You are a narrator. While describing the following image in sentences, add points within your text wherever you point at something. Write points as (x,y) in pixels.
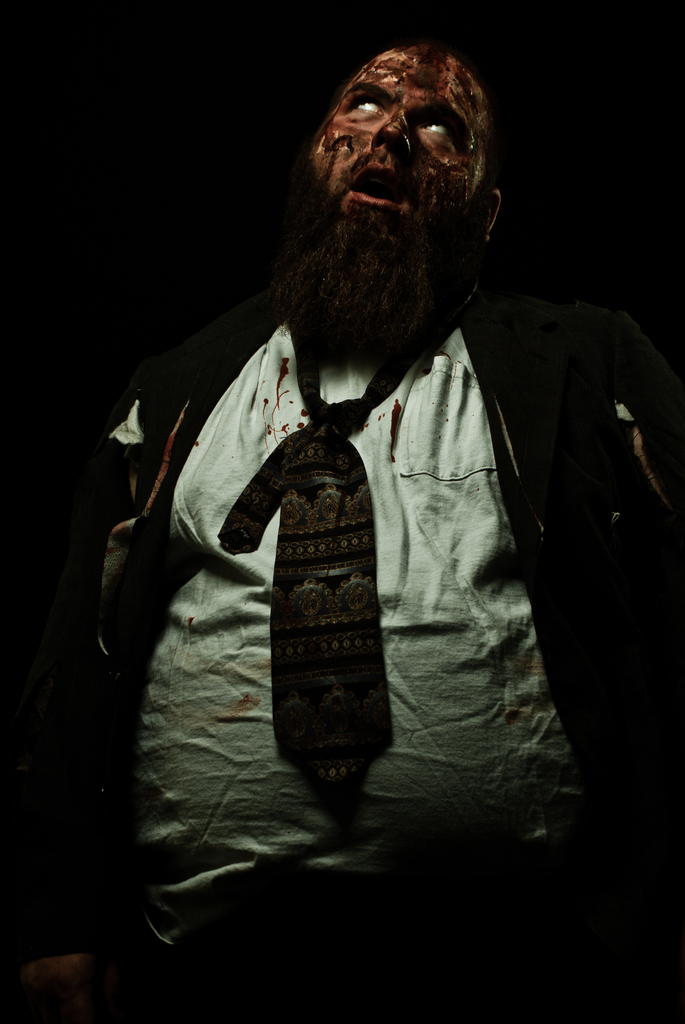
In this image there is a man (410,618), he is wearing suit (503,480).
